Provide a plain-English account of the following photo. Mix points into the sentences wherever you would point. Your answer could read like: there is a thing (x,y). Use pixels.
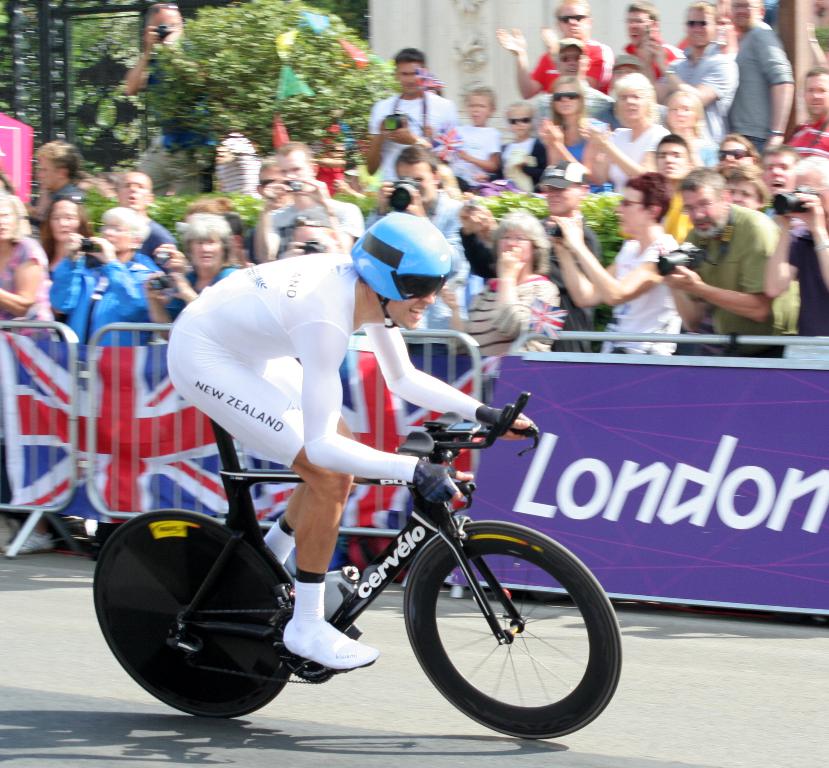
In the middle of the image (279,300) a man (399,240) is riding bicycle (143,667). Behind him there is a fencing (462,343). Top right side of the image (745,101) few people (487,238) are standing and watching and some people (436,164) are holding cameras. Top left side of the image (88,44) there are some trees (185,70).
